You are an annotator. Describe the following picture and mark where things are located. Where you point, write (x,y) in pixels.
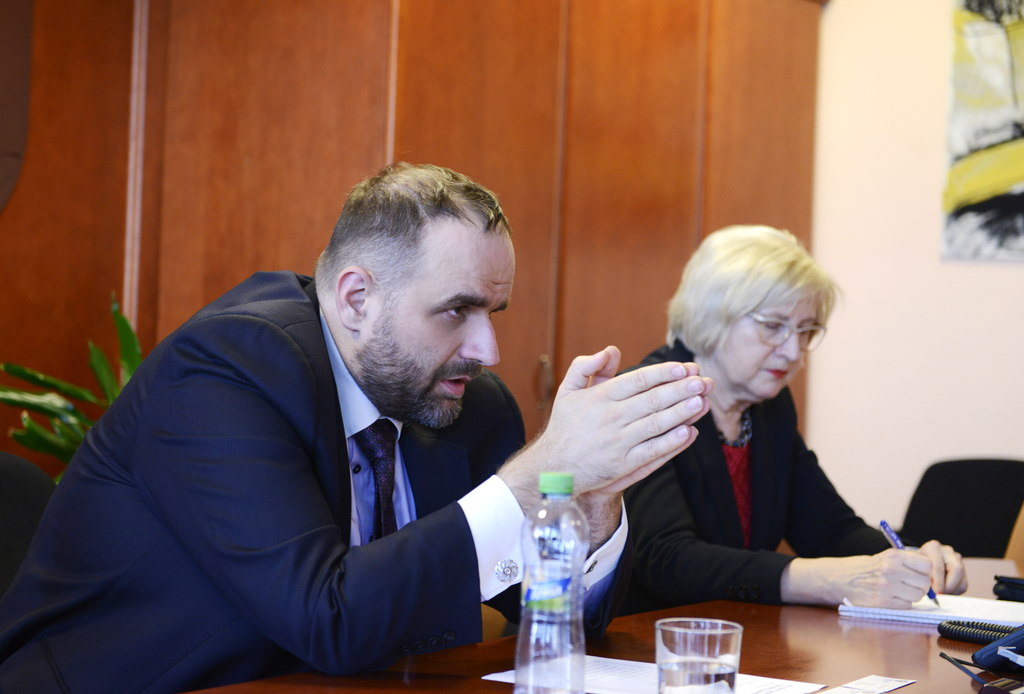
In the image there is a man (476,282) wearing suit (271,352) and sitting in front of table (775,647) and beside him there is a woman (726,470) in blond hair (752,312) writing with pen (890,540) on a book (854,614) on the table (869,647), there is a bottle (553,516), glass (707,672) and some papers (643,671) on the table (949,691) and behind there is a cupboard (352,96) with a plant (132,342) below it and on the right side (877,154) there is a wall (937,425) with a chair (981,496) in front of it.
